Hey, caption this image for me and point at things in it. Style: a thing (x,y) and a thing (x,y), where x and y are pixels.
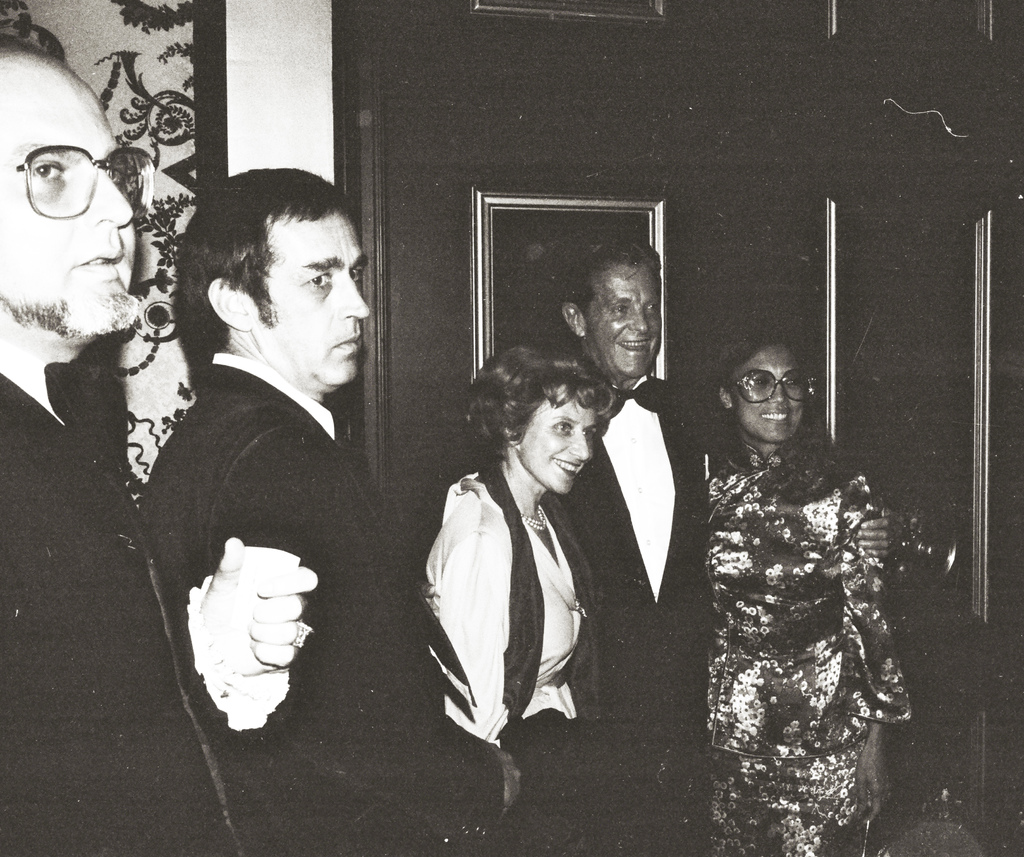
This is an black and white picture, in the picture there are three men (626,481) and two women (844,482), behind them maybe there is a wall (718,243) on which there is a mirror (582,264) attached.
